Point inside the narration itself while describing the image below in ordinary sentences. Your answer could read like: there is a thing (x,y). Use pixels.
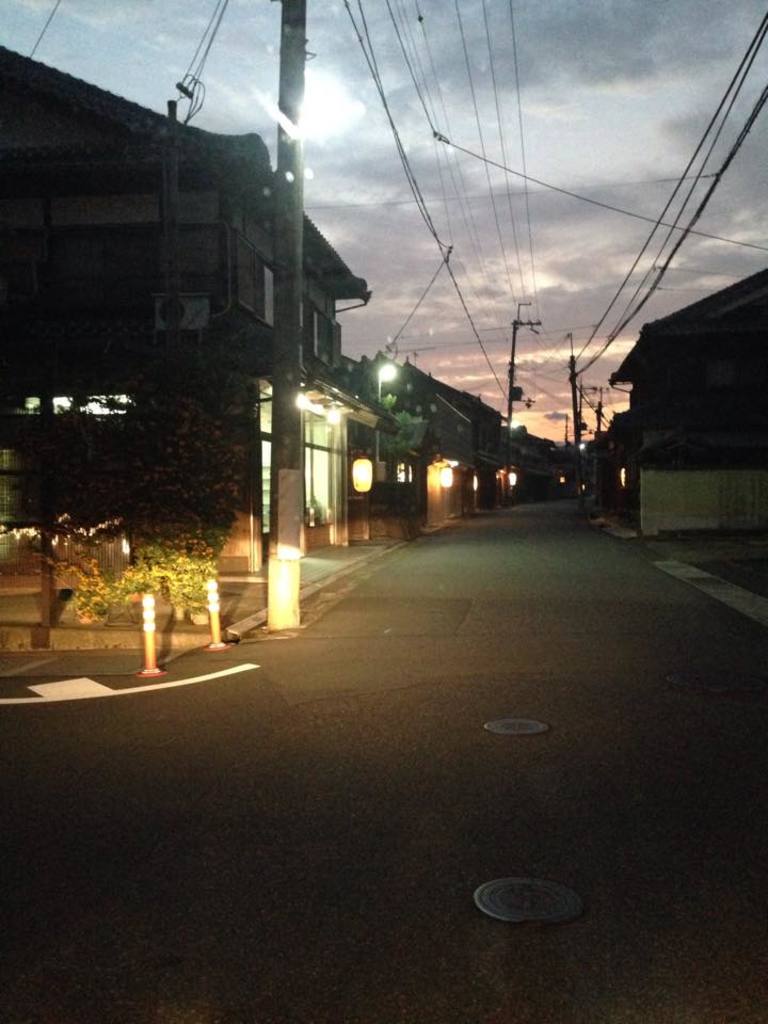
As we can see in the image there are houses (377,400), lights (383,371), current poles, plants (173,570), pole (281,507) and on the top (509,95) there is sky (509,93).
